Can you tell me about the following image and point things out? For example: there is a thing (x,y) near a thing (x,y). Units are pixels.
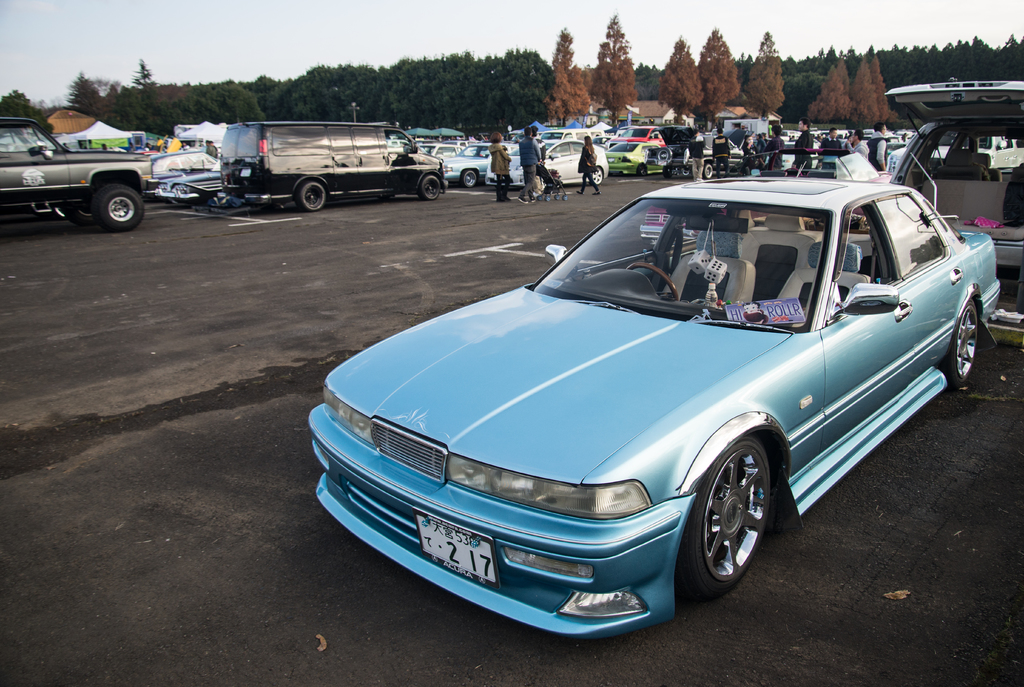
In this image, we can see so many vehicles (967,114) are parked on the road (696,648). Here we can see few people (757,159), stalls (103,141), trees (902,69), houses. Top of the image (822,22), there is a sky (416,9).
